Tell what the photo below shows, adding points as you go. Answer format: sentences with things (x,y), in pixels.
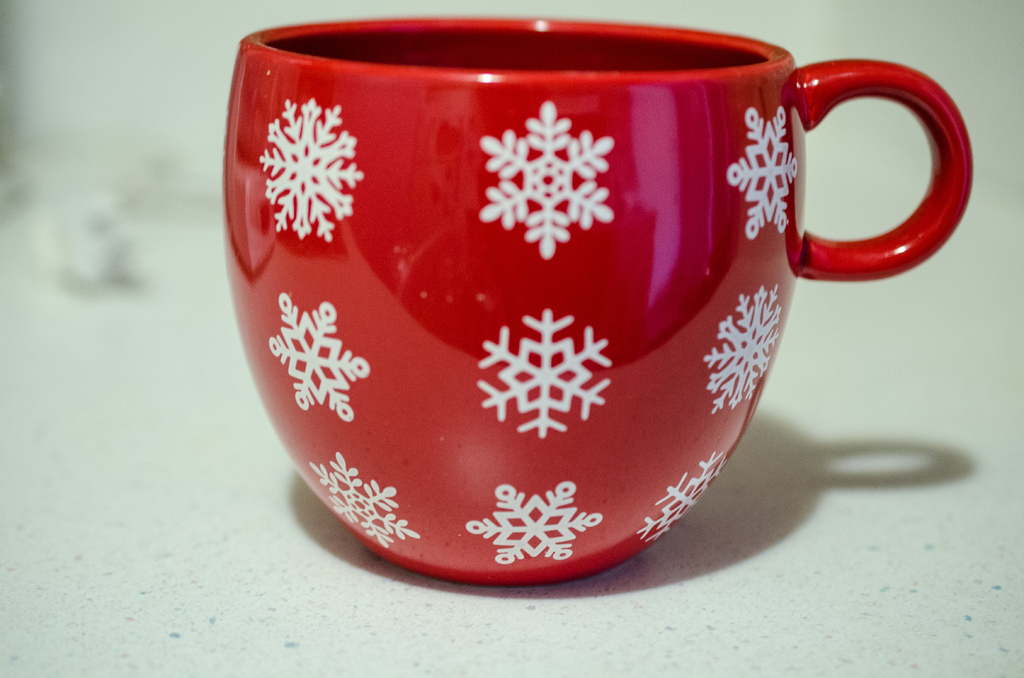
In this picture i can see red color cup (427,304) on which i can see white color design (545,429). The cup (438,425) is on a white color surface (349,619).
